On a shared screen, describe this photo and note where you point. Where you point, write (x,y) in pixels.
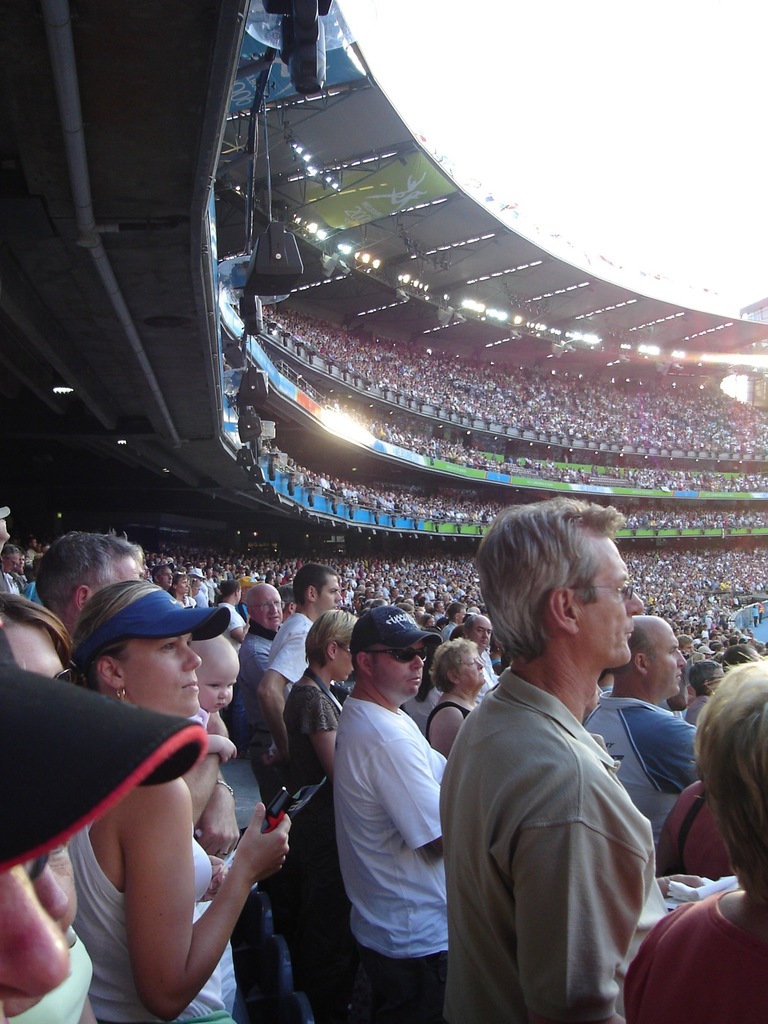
In the foreground of the image (598,911) we can see some persons (362,893) are standing. In the middle of the image (409,506) we can see crowd (363,485) sitting on the chairs (373,486) and some lights (643,344). On the top of the image (632,185) we can see the sky (632,185).
